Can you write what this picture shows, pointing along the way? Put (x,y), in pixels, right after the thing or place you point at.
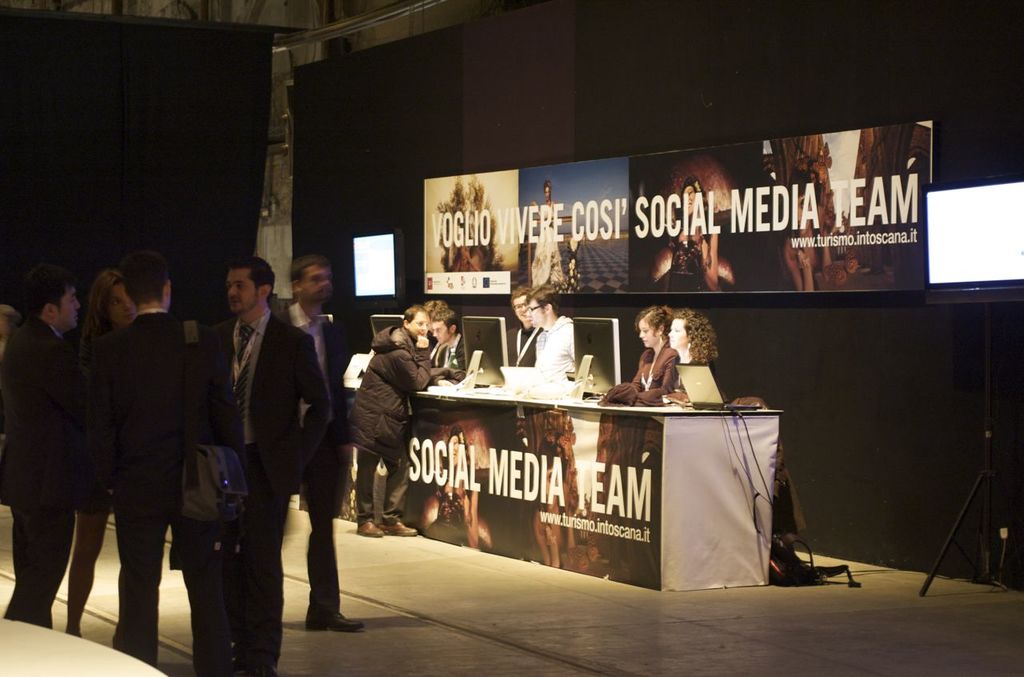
Here we can see few persons (263,515) are standing on the floor (532,597). This is a table (610,516). On the table (599,465) there are monitors (600,363) and a laptop (705,372). Here we can see banners (609,267) and screens (1013,278). There is a dark background (962,95).
